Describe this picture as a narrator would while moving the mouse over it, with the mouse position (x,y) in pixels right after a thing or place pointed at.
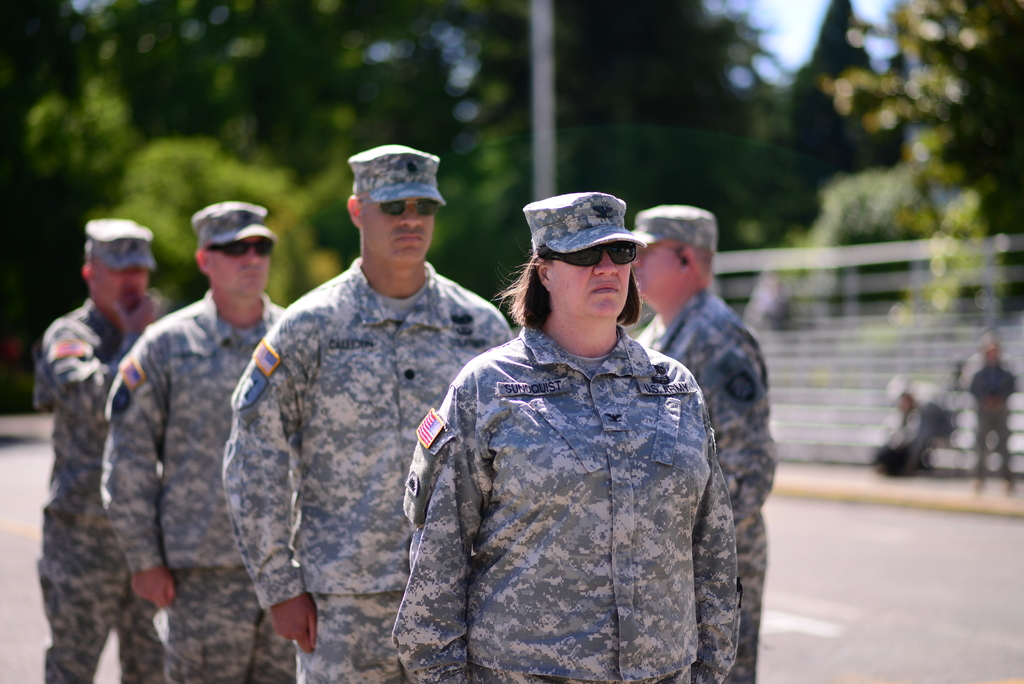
In this image there are soldiers (466,369) standing on a road (829,539), in the background (609,164) there are trees (667,174) and it is blurred.
